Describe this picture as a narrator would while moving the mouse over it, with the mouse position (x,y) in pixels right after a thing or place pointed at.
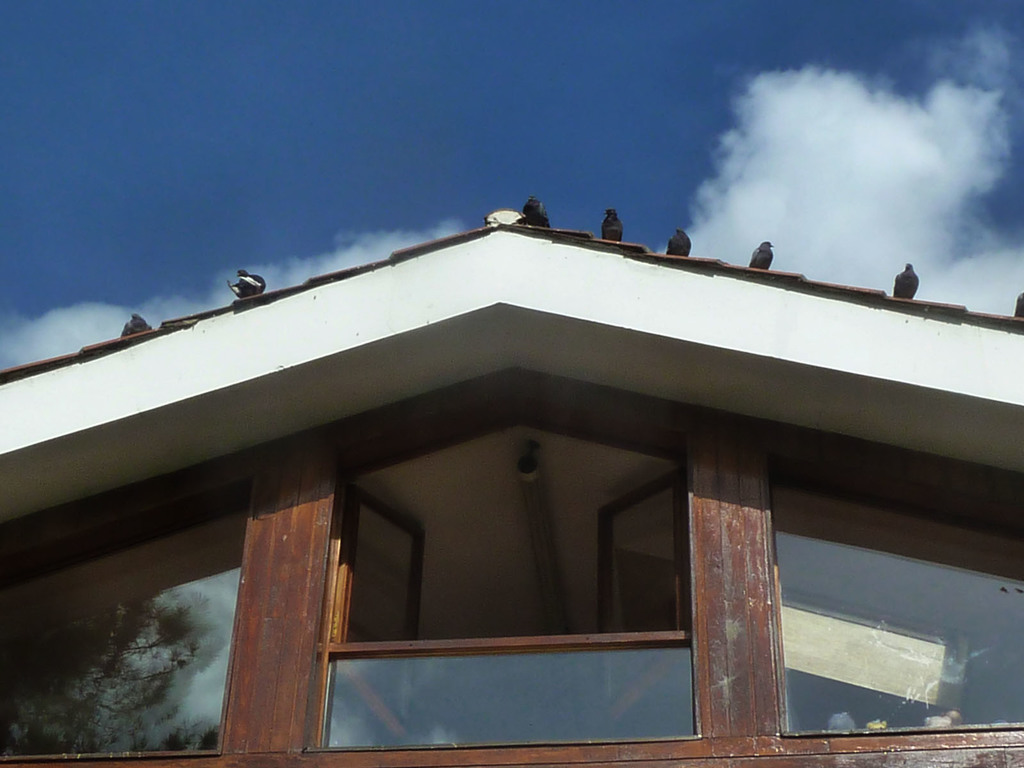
In this image in the center (406,277) there is one house (823,363) on the house (377,279) there are some pigeons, and at the top of the image (545,106) there is sky (479,132).
